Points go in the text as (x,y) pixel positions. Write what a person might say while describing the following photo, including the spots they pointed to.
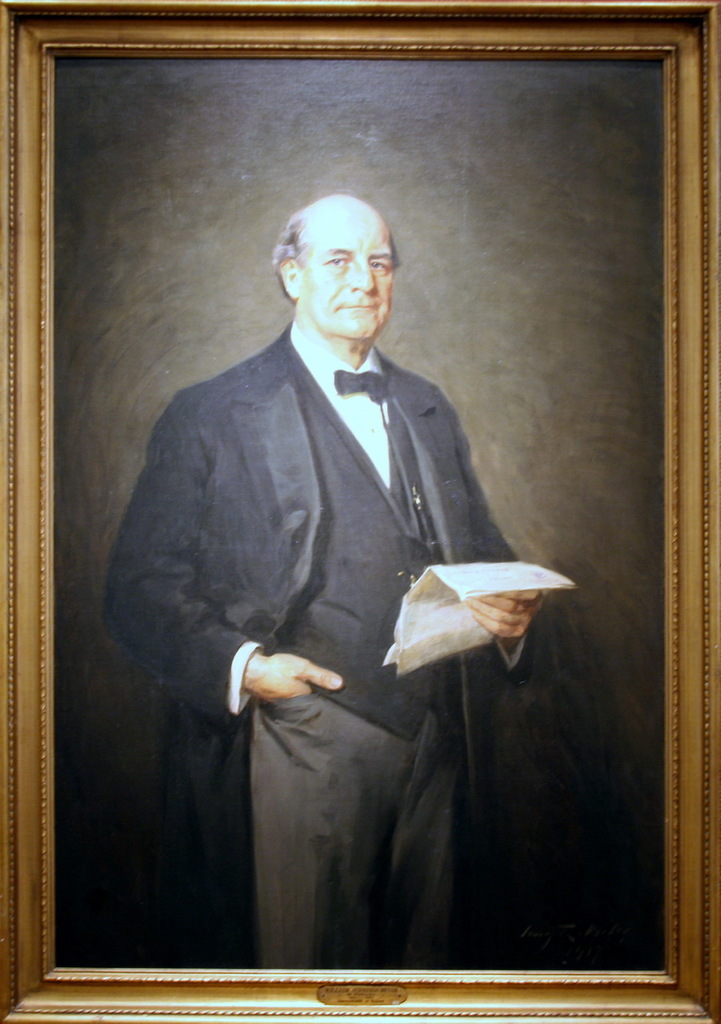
This image is a photo frame of a person (408,587) holding the paper (469,601).
